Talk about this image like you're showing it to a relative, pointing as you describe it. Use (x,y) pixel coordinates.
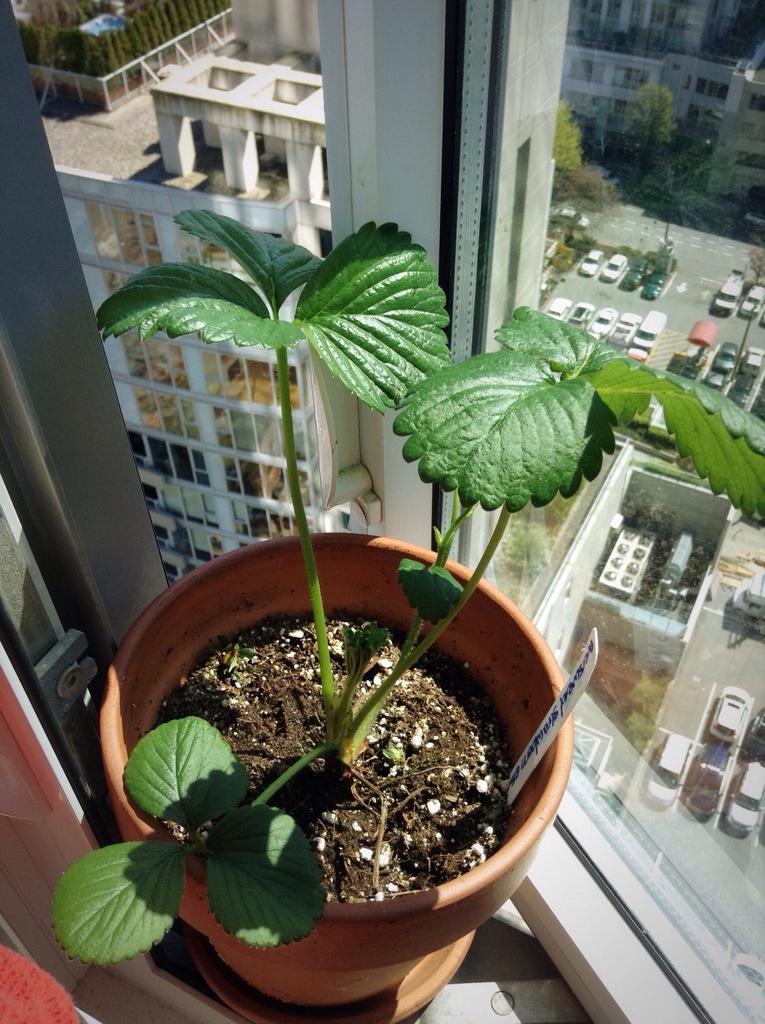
In this image, we can see a pot (249,778) and there is a window (457,234), through the window (667,713) we can see many vehicles (701,762), trees (615,141), buildings (532,126).
